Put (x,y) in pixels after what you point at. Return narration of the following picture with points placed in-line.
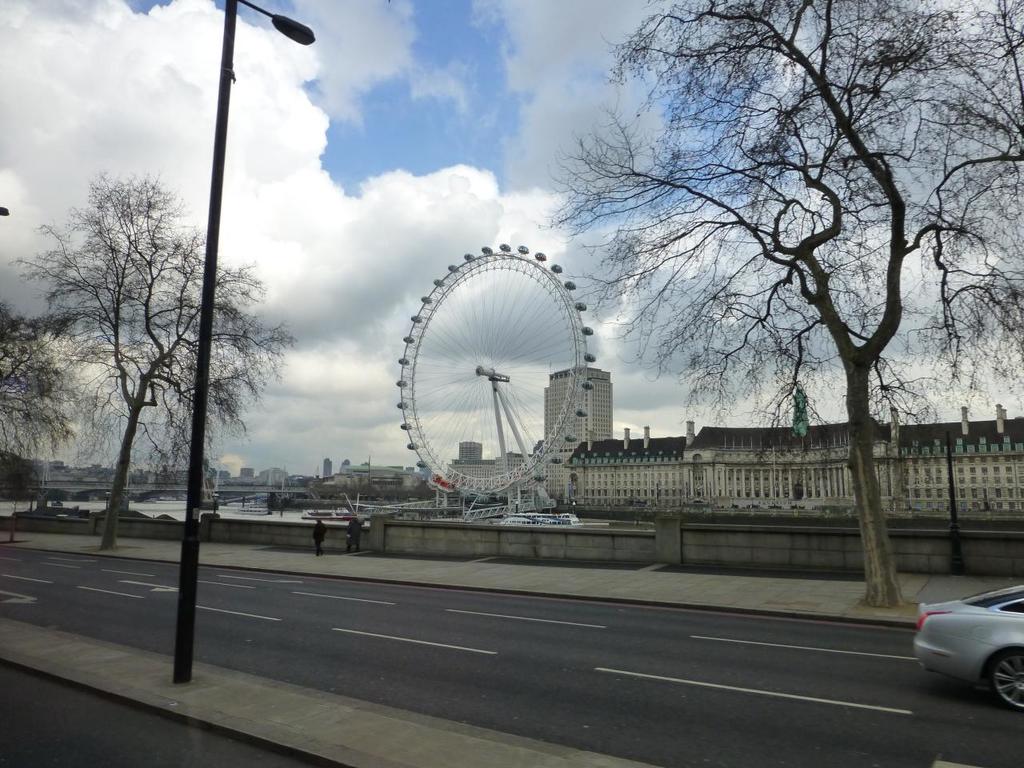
On the bottom right corner (982,618) there is a car (975,659) on the road (716,720). Here we can see two person (322,538) standing near to the fencing (408,538). On the left (232,12) there is a street light (188,579). In the background (1009,491) we can see trees (30,412), buildings (773,480), boat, water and bridge (168,488). On the top (509,112) we can see sky (422,157) and clouds (447,216).
